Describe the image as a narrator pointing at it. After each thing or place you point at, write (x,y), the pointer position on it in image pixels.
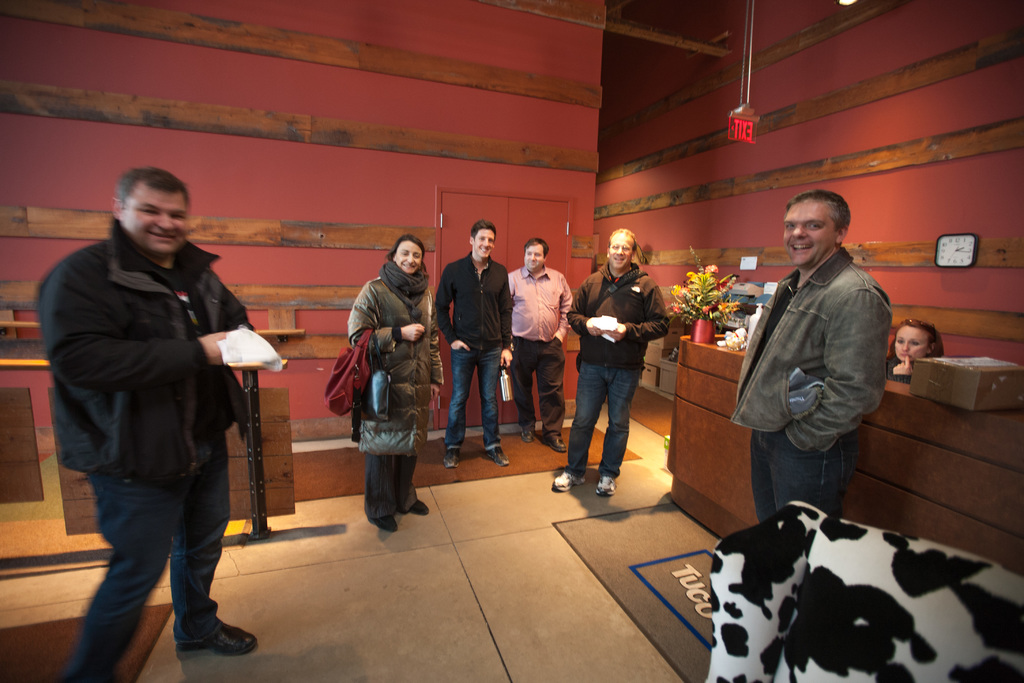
In this image, I can see few people (85,436) standing and there are carpets (460,471) and a floor mat (655,596) on the floor (561,553). On the right side of the image (964,246), I can see a wall clock (950,248) attached to the wall (966,205). There is a flower vase (698,329), cardboard box (969,377) and few other objects (730,331) on a table (904,391). Behind the table (898,391), I can see a woman (895,351). At the top of the image (739,131), I can see an exit board (737,118) hanging with a rope (748,2).
